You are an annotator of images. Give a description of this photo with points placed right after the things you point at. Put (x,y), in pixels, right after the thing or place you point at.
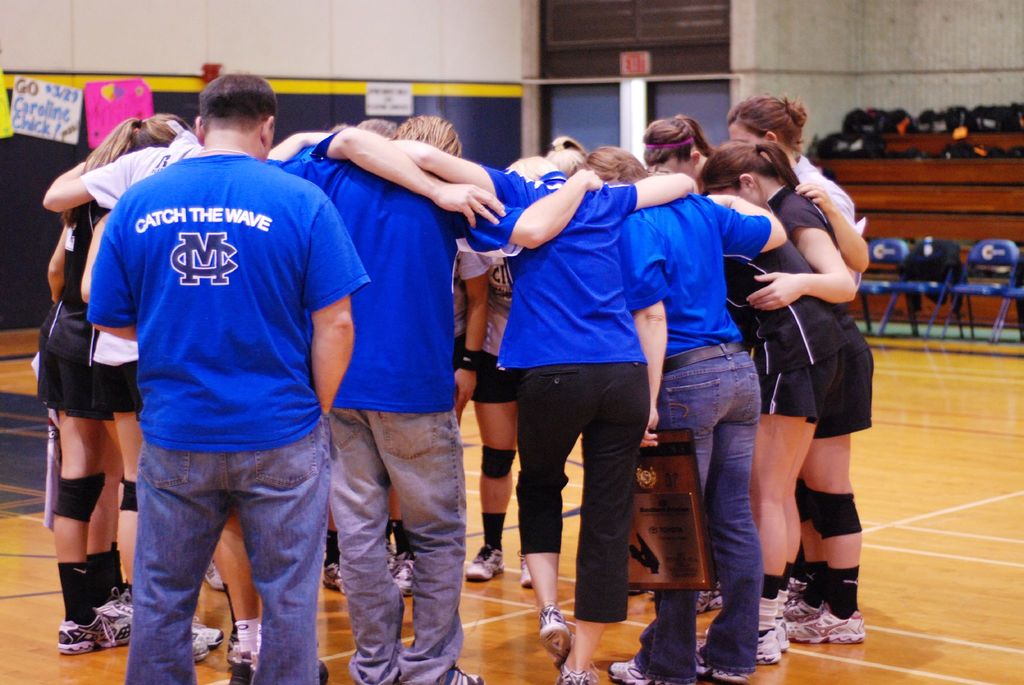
Here few people (530,387) are standing, they wore blue color t-shirts (527,303). On the right side (821,383) a girl (771,324) is standing, she wore a black color t-shirt (815,322). They all are standing together.
